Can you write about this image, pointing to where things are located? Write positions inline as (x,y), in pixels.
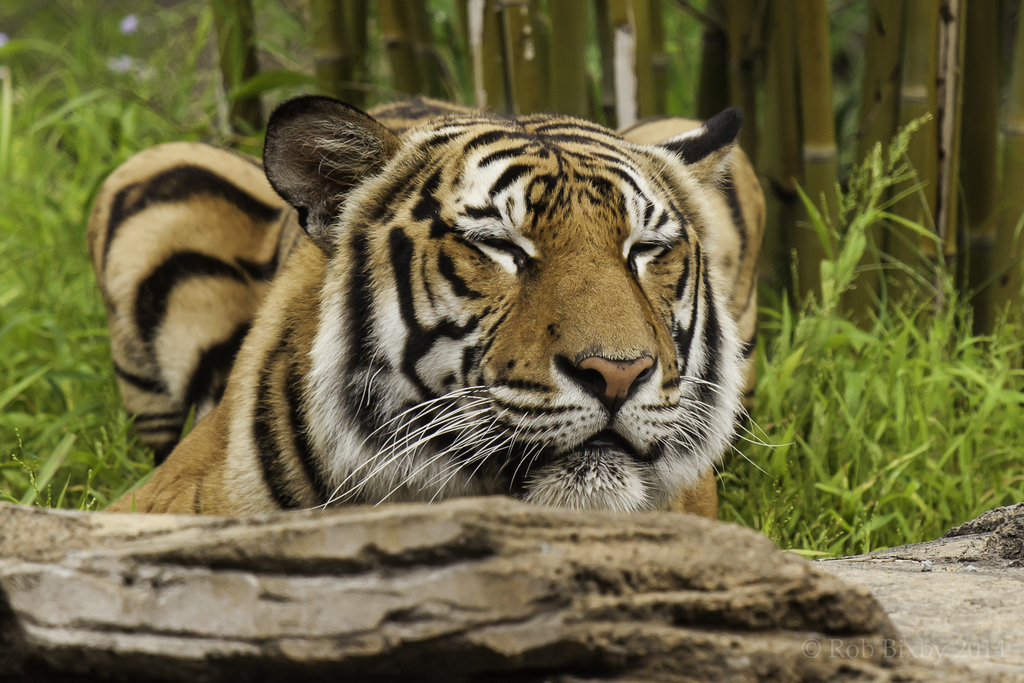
In this picture we can see a tiger (486,422) in the front (451,397), there are some bamboo sticks (794,65) and grass (927,416) in the background (817,134), it looks like a rock (595,600) at the bottom (583,635).
